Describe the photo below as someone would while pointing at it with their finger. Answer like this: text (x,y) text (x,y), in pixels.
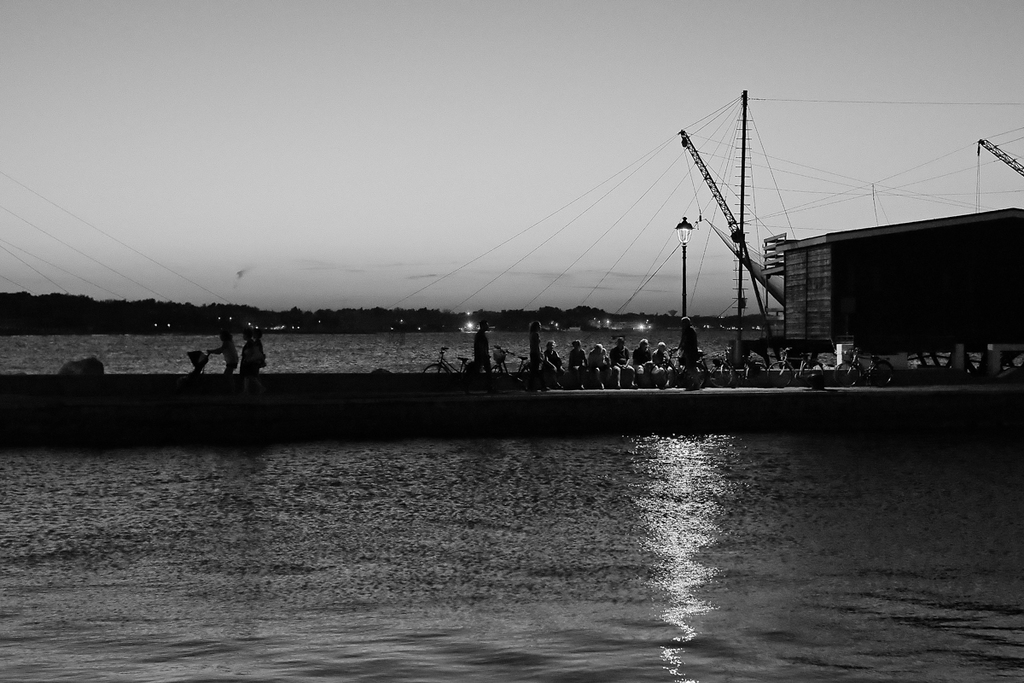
We can see water (510,526), afar we can see people (530,347) and bicycles (732,353). We can see wall (868,291), poles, light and wire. In the background (656,239) we can see trees (378,309) and sky (369,250).
